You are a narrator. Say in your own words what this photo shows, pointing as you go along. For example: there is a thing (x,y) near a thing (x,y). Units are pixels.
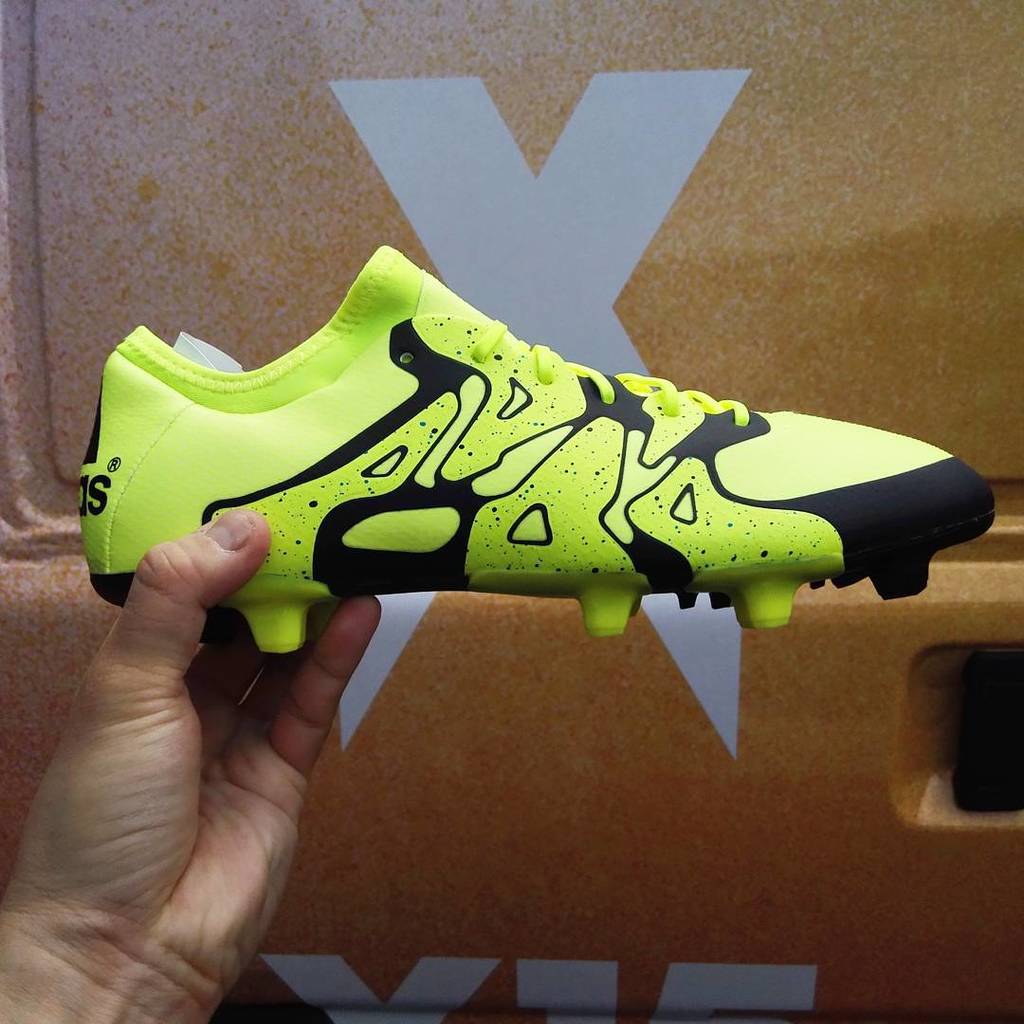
In this image I can see a hand (148,756) of a person (224,761) is holding a green colour shoe (148,520). Here I can see something is written and in the background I can see a logo (615,78).
